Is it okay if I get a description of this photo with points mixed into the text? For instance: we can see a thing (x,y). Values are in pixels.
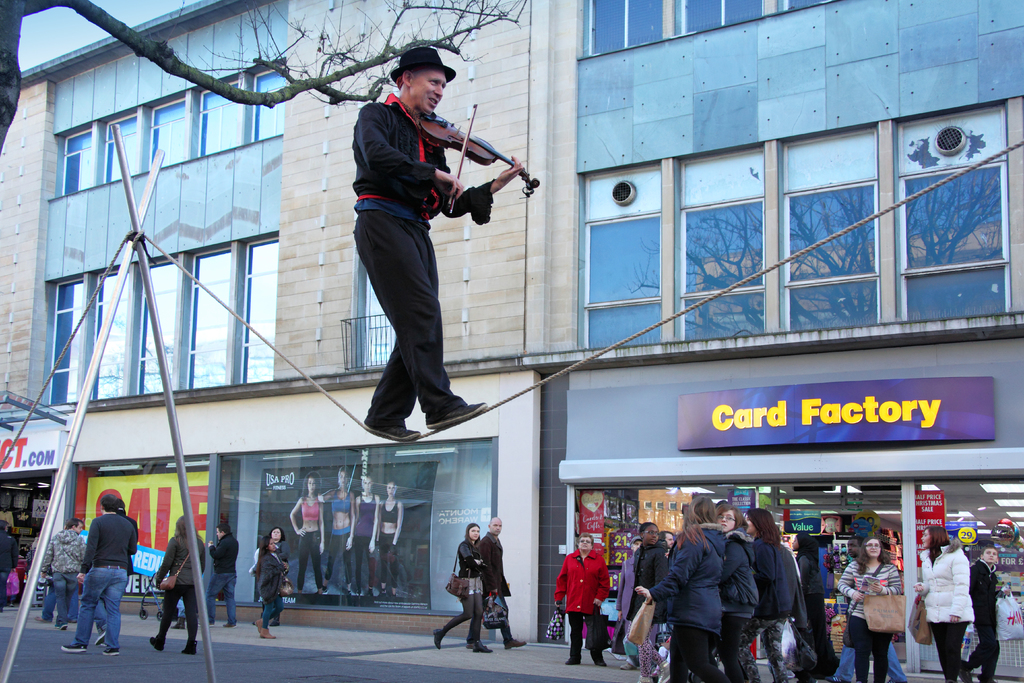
This is the picture of the outside of the city. On the right side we have a group of people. They are standing. In the center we have two persons (489,567). They both are walking like slowly. They are holding a bag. On the left side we have a group of people (134,522). They are walking like slowly. In the center (465,424) we have person (365,177) is standing on a rope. He is playing violin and his holding bow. His wearing hat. we can see in the background (519,523) there is a sky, trees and some bricks (291,233) on white walls (9,308).
